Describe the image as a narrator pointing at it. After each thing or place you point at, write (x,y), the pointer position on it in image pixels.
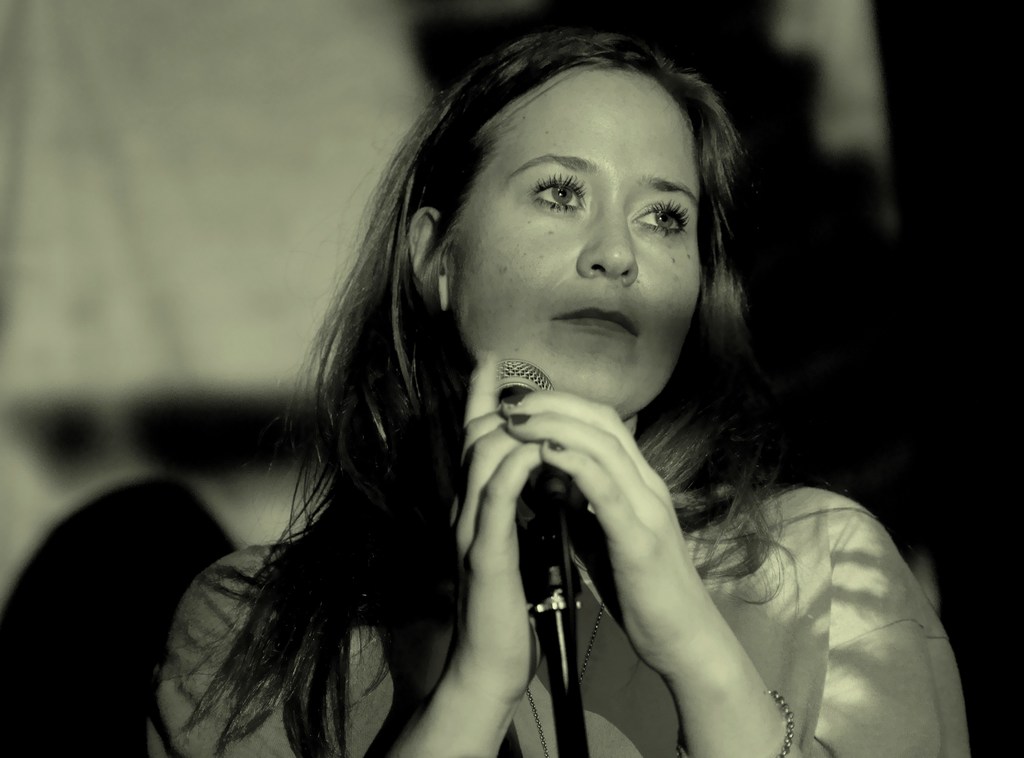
This picture shows a woman (634,487) speaking with the help of a microphone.
